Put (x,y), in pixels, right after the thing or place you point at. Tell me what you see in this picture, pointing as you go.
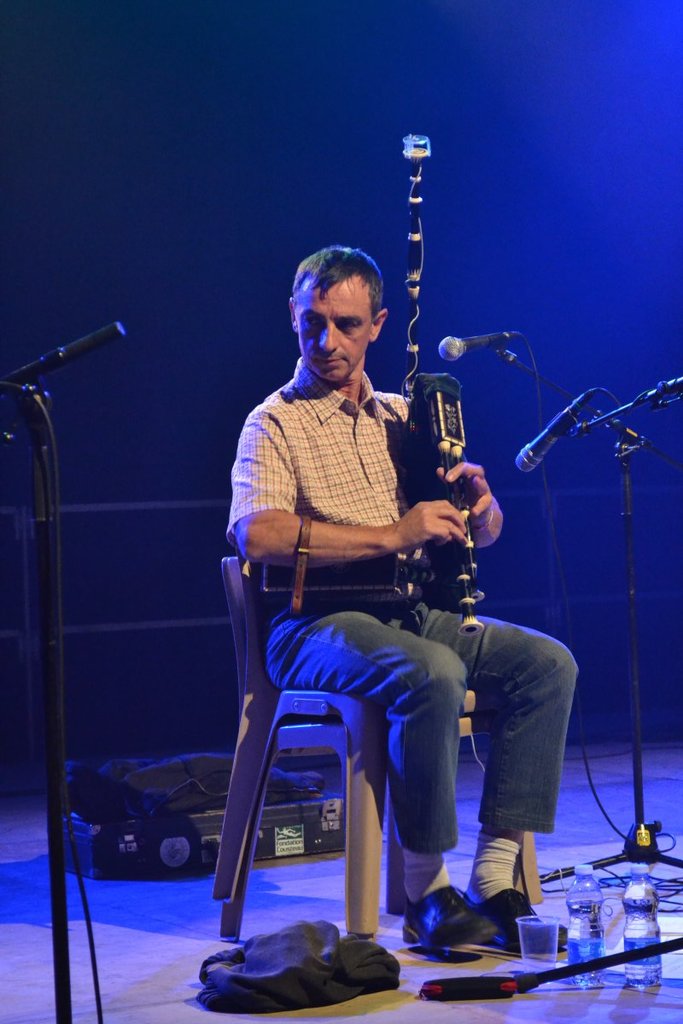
In this image I can see a person (329,417) sitting on the chair (368,813) and playing a musical instrument (370,612). In front of that, on the floor (313,865) there are bottles (581,935), glass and objects (339,964). In the background of the image (531,129) it is dark.
